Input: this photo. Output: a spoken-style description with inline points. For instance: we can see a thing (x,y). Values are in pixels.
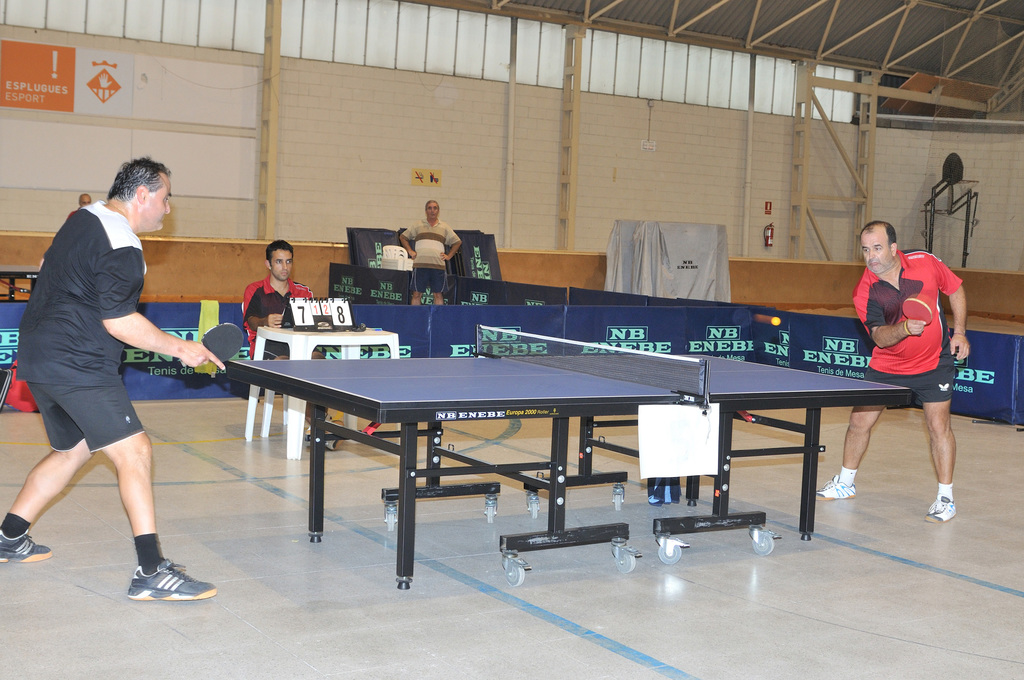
Two persons (60,234) are playing table tennis at here and a man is sitting in the middle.
